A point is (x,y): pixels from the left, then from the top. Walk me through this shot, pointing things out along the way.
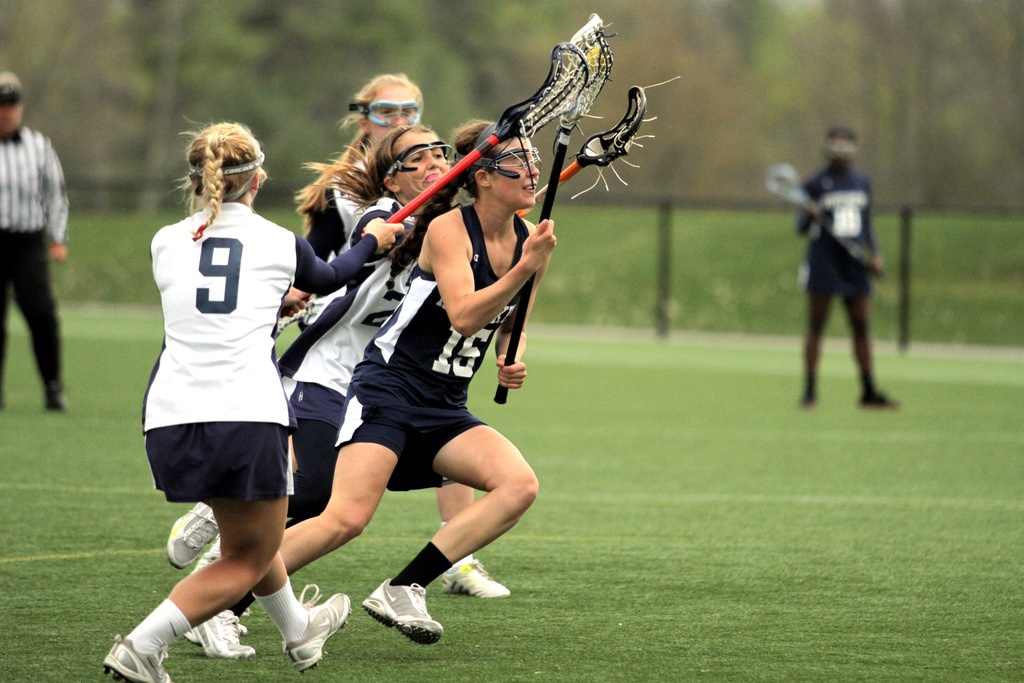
In this image I can see the group of people (374,392) are on the ground (602,555). These people (522,496) are wearing the white and navy blue color dresses (337,351). I can see these people (483,314) are holding the sticks (537,228). In the background (37,7) I can see the railing (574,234) and many trees (415,70).
